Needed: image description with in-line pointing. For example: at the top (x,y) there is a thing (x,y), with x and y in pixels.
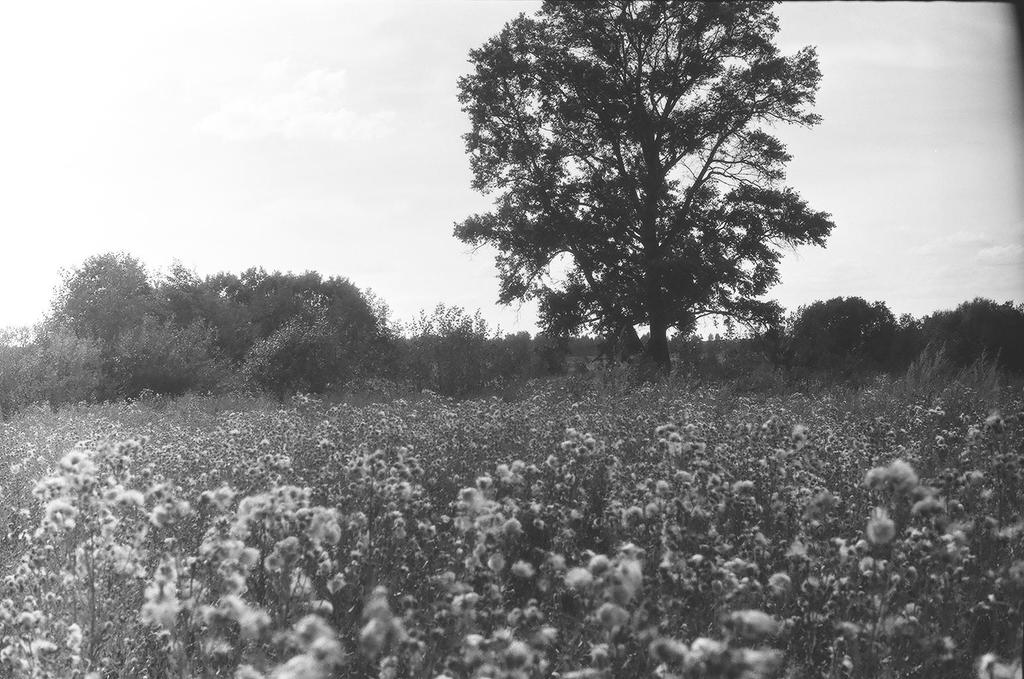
In the image we can see black and white picture of the tree (612,302), plants (502,358) and the sky (880,149).
